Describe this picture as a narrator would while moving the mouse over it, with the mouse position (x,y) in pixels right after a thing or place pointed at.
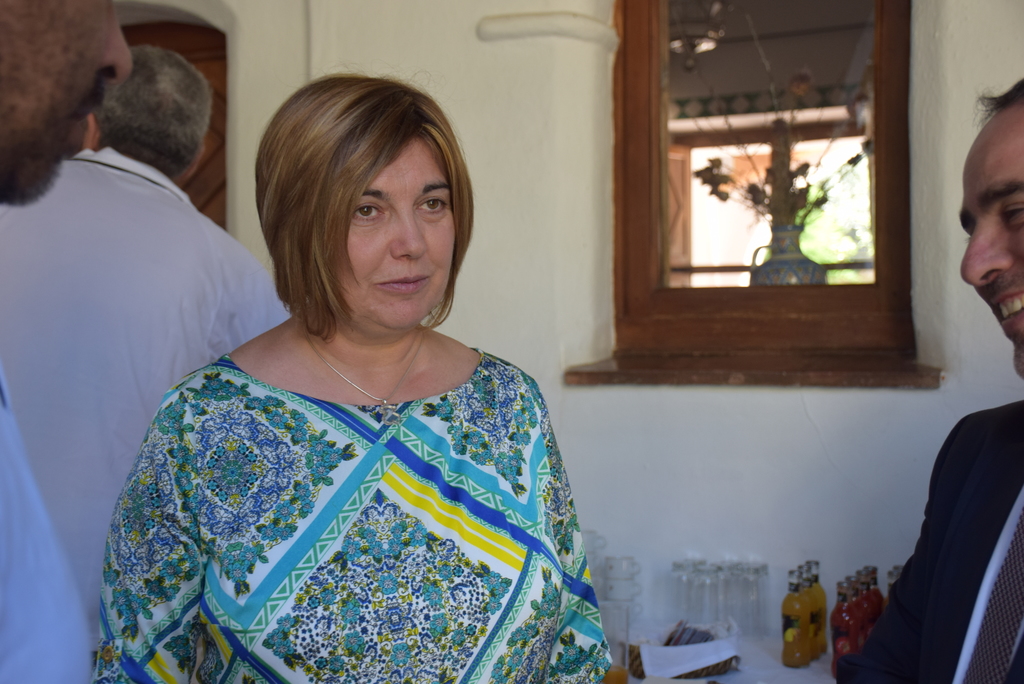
In this picture we can see people (217,569), here we can see bottles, cups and some objects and in the background (595,479) we can see a wall (619,459), mirror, from the mirror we can see a flower vase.
